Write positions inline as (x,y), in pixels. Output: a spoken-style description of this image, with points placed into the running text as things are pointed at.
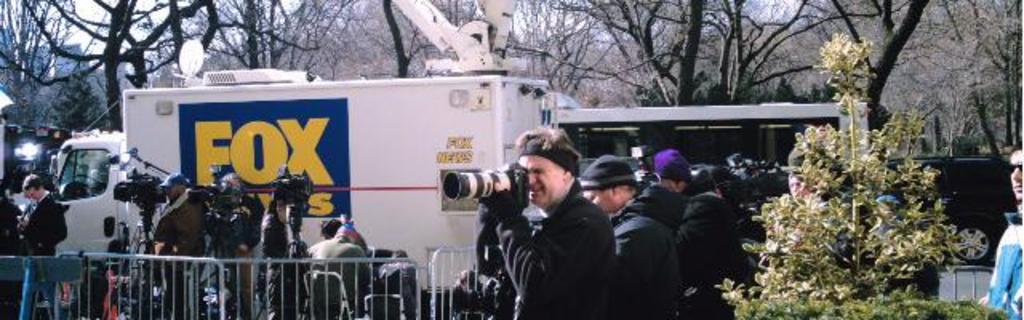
In this image we can see group of persons (628,283) standing, some persons (700,272) are holding cameras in their hands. At the bottom of the image (449,294) we can see barricades (290,292) and a plant (776,281). In the center of the image (610,137) we can see some vehicles (330,133) parked on the ground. In the background (946,35), we can see a group of trees (126,29) and the sky (97,19).
